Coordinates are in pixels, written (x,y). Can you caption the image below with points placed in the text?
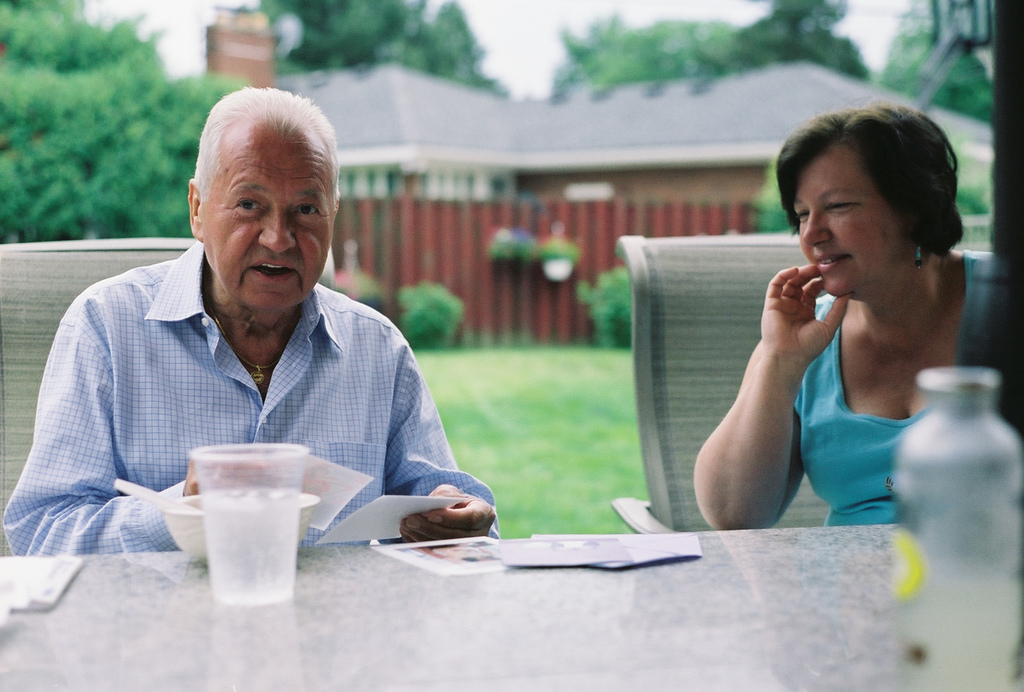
This is a picture of a man (151,543) sitting in the chair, woman (902,149) sitting in the chair (665,528) and in table (781,663) we have glass (208,535), bowl (173,514), spoon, papers (681,545), and a bottle (977,398) and at the back ground (562,416) we have house (602,177), plants (491,250), grass (539,351), sky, tree (376,13).
